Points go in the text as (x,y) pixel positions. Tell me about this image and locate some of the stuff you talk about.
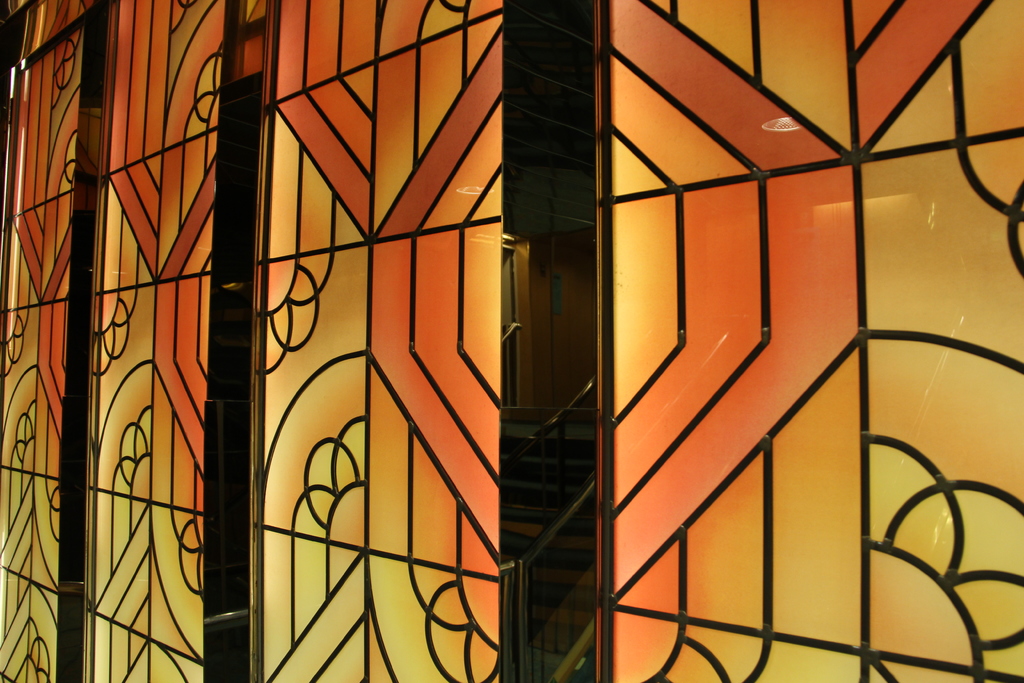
In this image I can see the orange colour wall (418,122), I can also see yellow colour on this wall (346,288).
